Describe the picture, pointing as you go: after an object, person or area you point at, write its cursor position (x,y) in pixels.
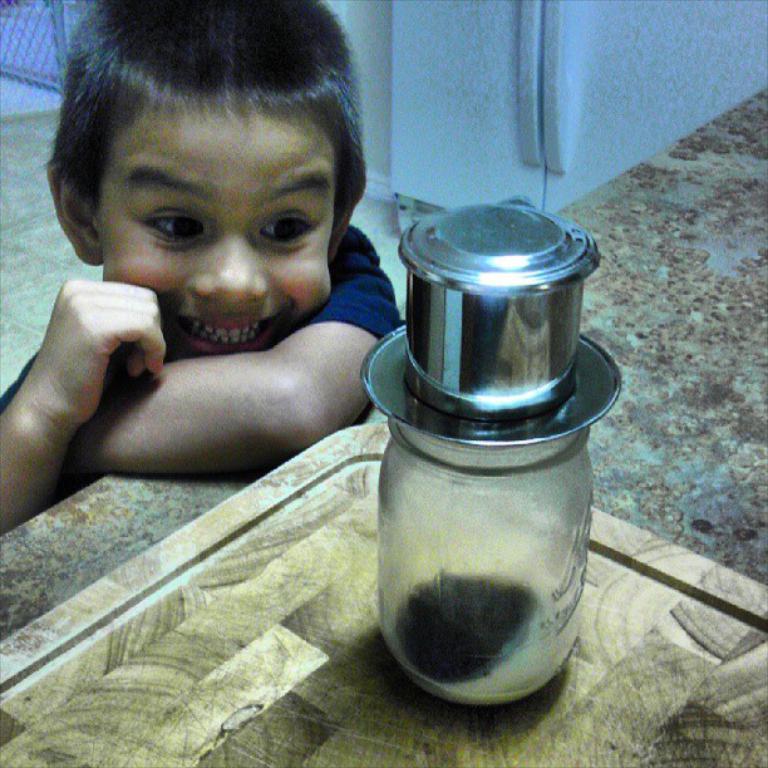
In the image there is some bottle (523,447) and a vessel (487,270) kept on the table (751,243) there is a boy (170,357) in front of the table (673,241), his expression is very excited. There is a refrigerator (422,66) behind the boy (113,78) on the right side (527,4).
